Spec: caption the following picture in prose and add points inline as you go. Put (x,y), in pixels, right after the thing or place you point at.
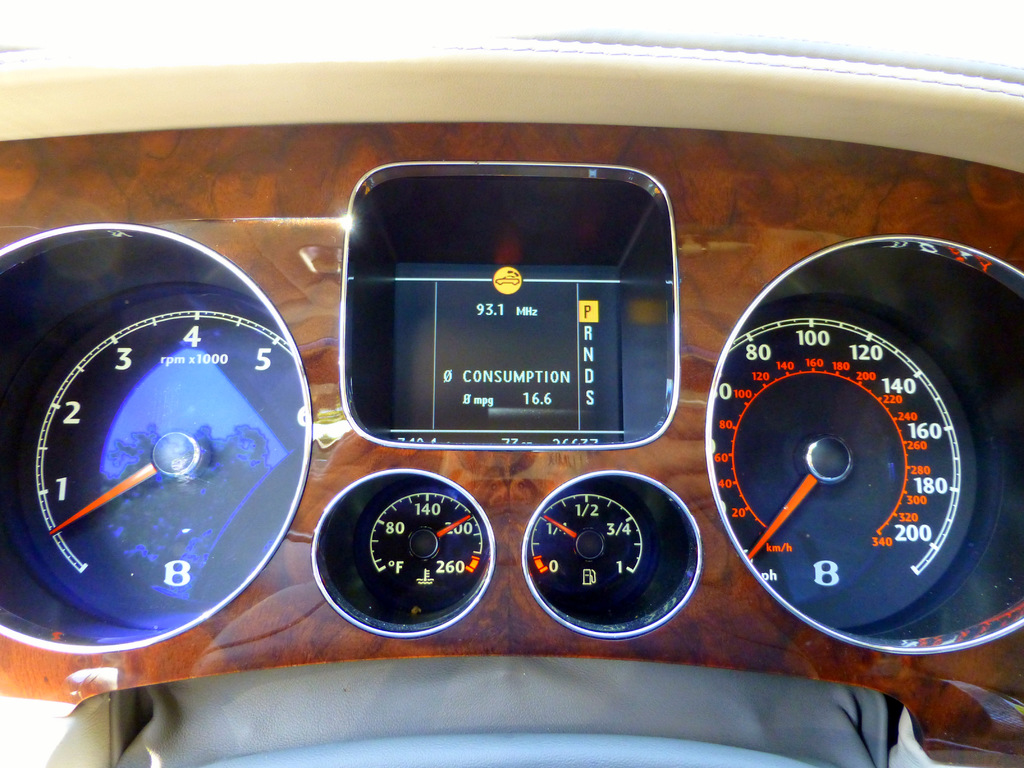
In this image I can see a speedometer (807,462) and few other meters (349,574). I can also see brown colour in the background (965,726).
